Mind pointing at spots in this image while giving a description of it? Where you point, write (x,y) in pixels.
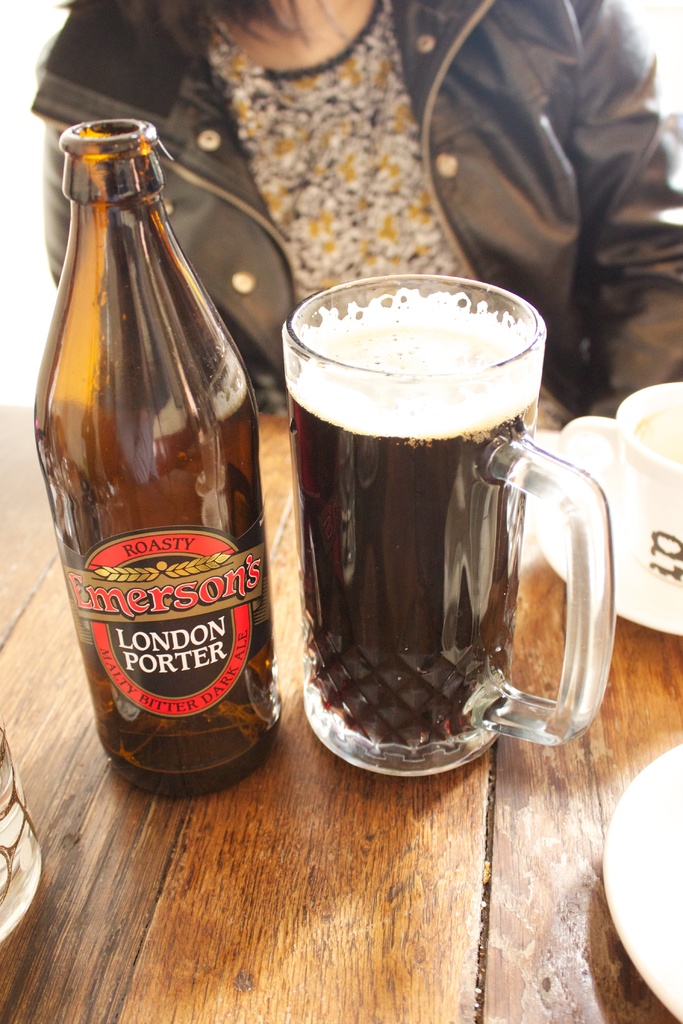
In this image I can see a bottle (182,692) and a glass (419,660). In the background (430,126) I can see a person (378,163) and a cup (641,489).
